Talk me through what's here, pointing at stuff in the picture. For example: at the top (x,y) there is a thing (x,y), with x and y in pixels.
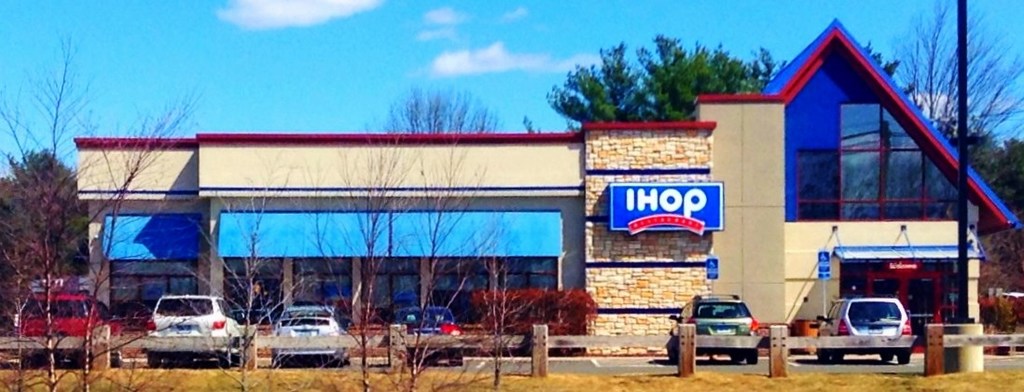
In front of the picture, we see the trees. Behind the trees (360,360), we see the road railing (786,336). Behind that, we see an electric pole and the cars (739,359) parked on the road (705,360). In the middle (556,250), we see a building (542,255) in white, blue and red color. On top of the building (737,229), we see a board (695,214) in blue color with some text (680,201) written on it. There are trees (74,207) in the background (953,95). At the top (279,61), we see the sky (319,52) and the clouds (291,10).
